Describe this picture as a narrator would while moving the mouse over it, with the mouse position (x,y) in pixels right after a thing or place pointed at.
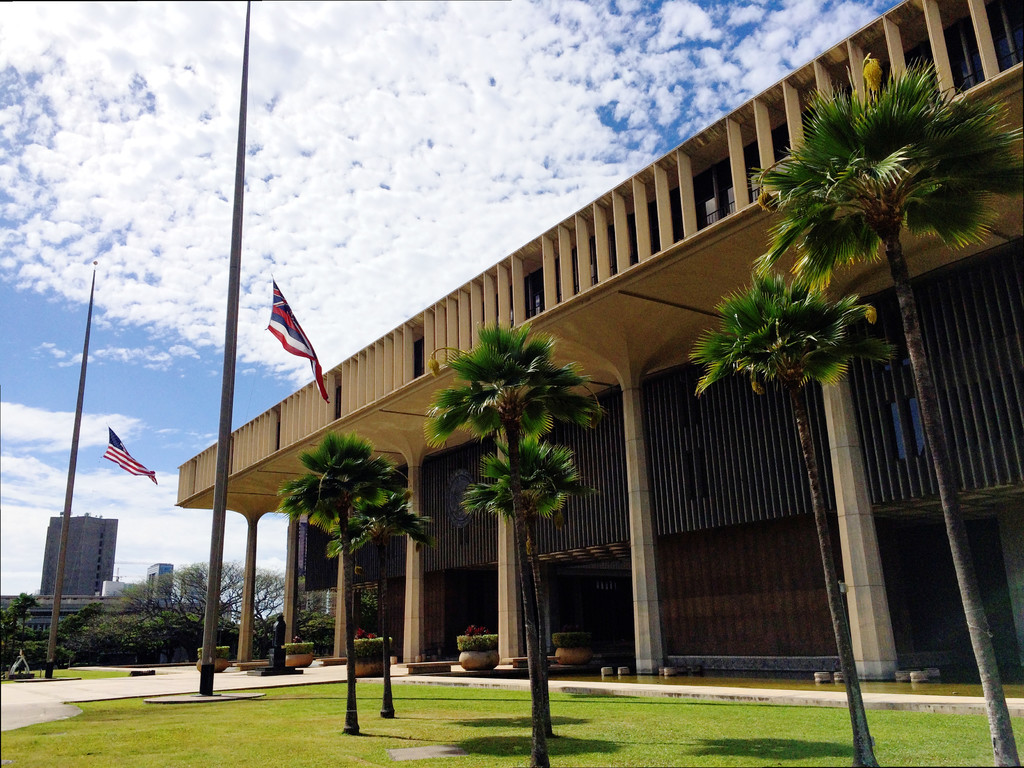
In this image we can see a building (648,465) with windows (699,454) and pillars (637,411). We can also see some trees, grass (479,706), pots (467,669) with plants (289,646), a statue (272,668) and poles (215,521) with the flags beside the building (592,514). On the backside (137,609) we can see a building (74,589), trees (174,590) and the sky (11,453) which looks cloudy.
